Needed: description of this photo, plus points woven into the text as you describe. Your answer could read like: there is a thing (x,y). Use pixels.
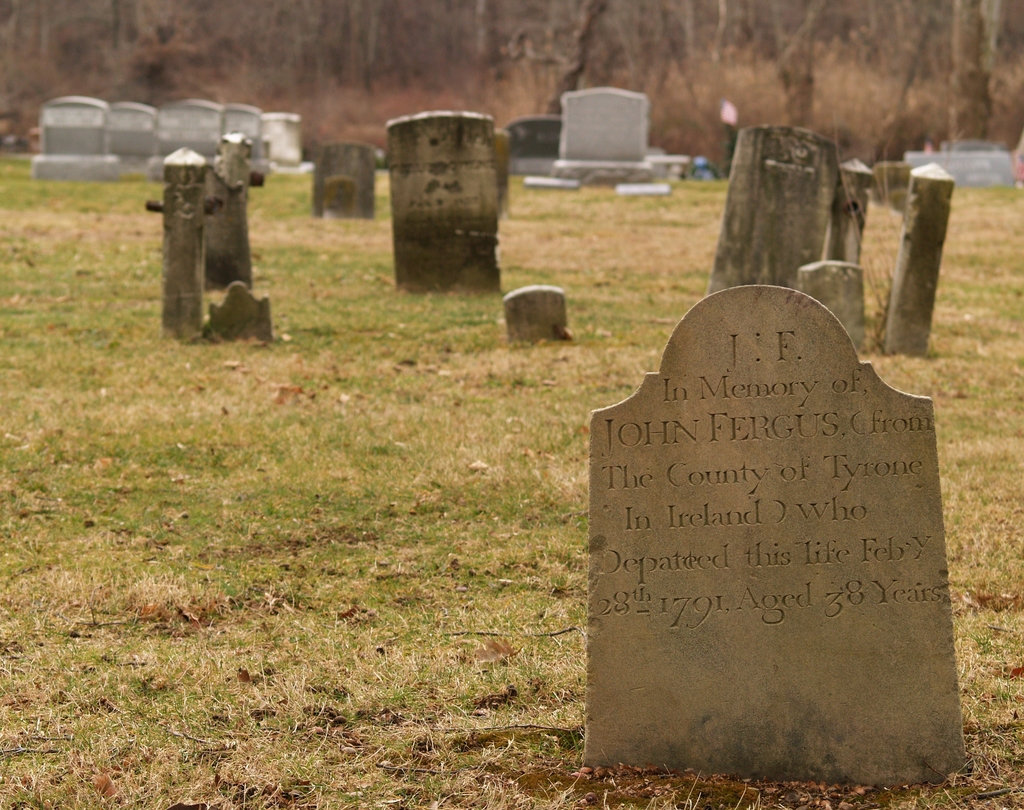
There are graves (844,216) on the ground (869,205), on which there is grass (161,434). In the background (348,54), there are trees (295,32).
